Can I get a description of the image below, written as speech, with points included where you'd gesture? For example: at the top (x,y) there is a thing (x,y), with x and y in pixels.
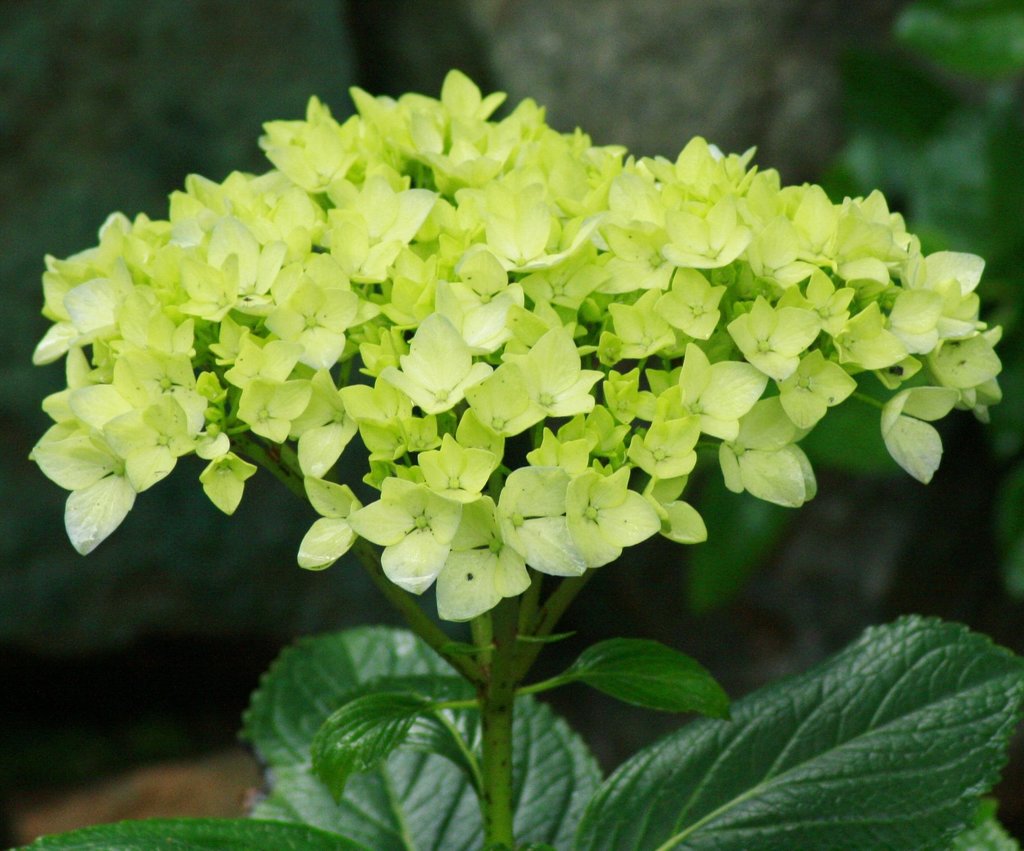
In this image in the front (401,585) there is a plant (390,503) and there are leaves (461,760) and the background (936,198) is blurry.
